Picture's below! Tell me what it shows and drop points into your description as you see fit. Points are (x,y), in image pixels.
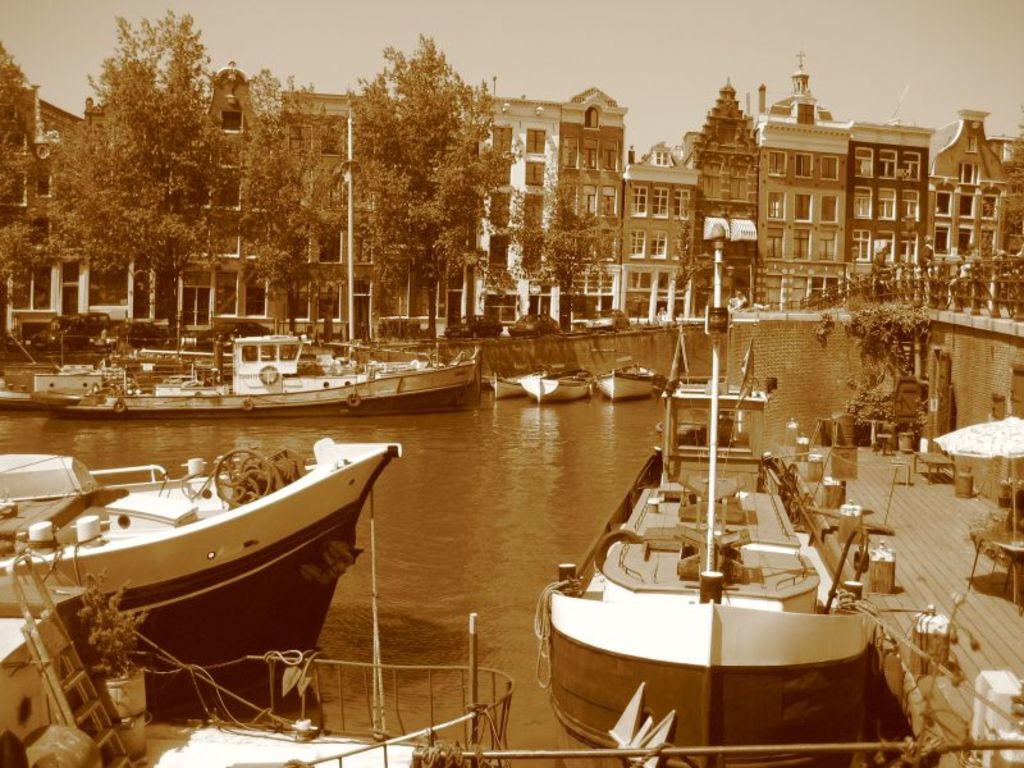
This is a picture of a city (451,98), where there are boats (59,403) on the water (8,441), trees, buildings (199,297), and in the background (743,33) there is sky (514,47).
